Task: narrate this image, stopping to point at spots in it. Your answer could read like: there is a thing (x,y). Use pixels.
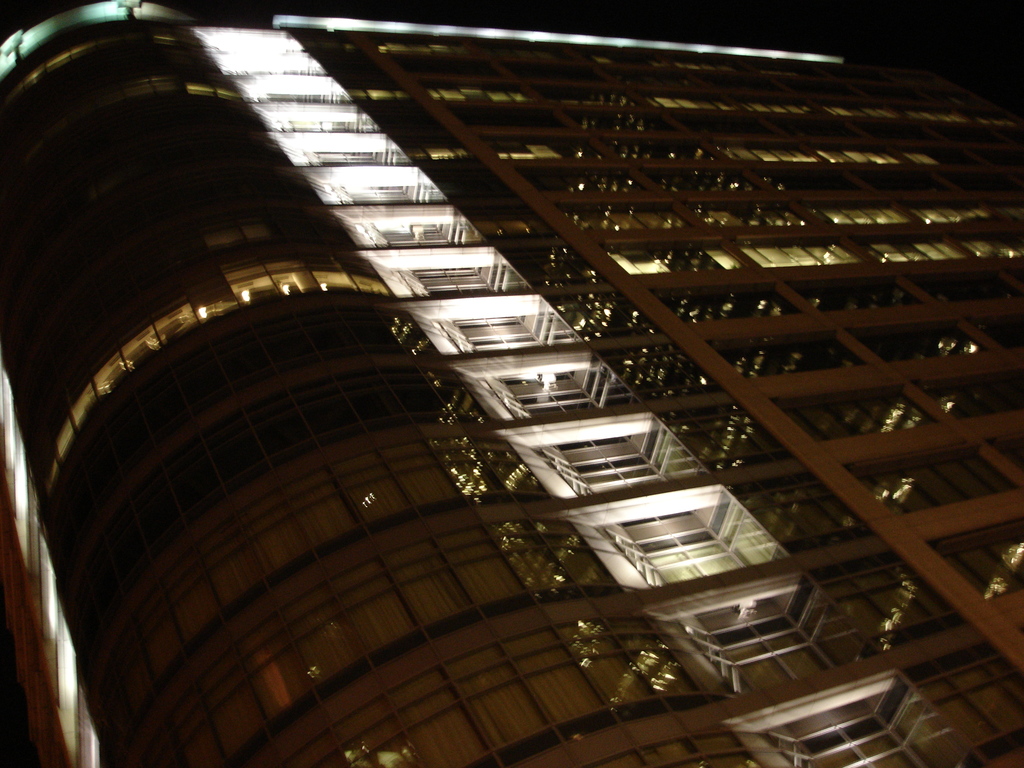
In this picture we can see a building (513,339), lights (472,316), doors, windows (685,255), walls (387,276) are present.
